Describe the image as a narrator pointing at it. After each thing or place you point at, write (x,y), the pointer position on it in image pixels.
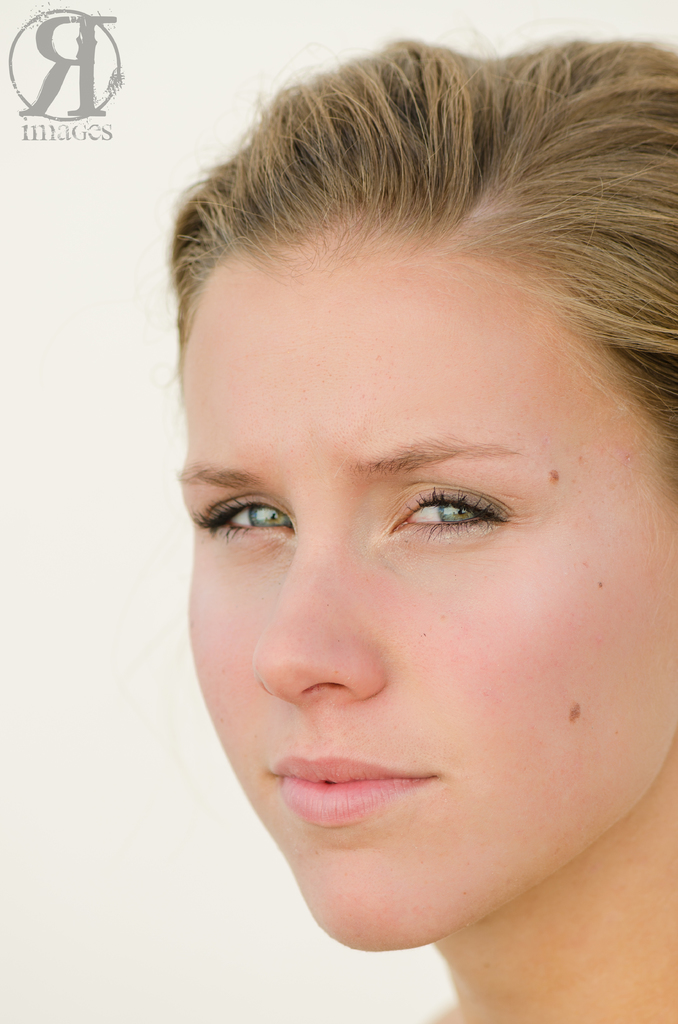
In this image, I can see the woman (494,882) looking serious. At the top left side of the image (106,31), I can see the watermark (89,87). The background (178,136) looks white in color.
